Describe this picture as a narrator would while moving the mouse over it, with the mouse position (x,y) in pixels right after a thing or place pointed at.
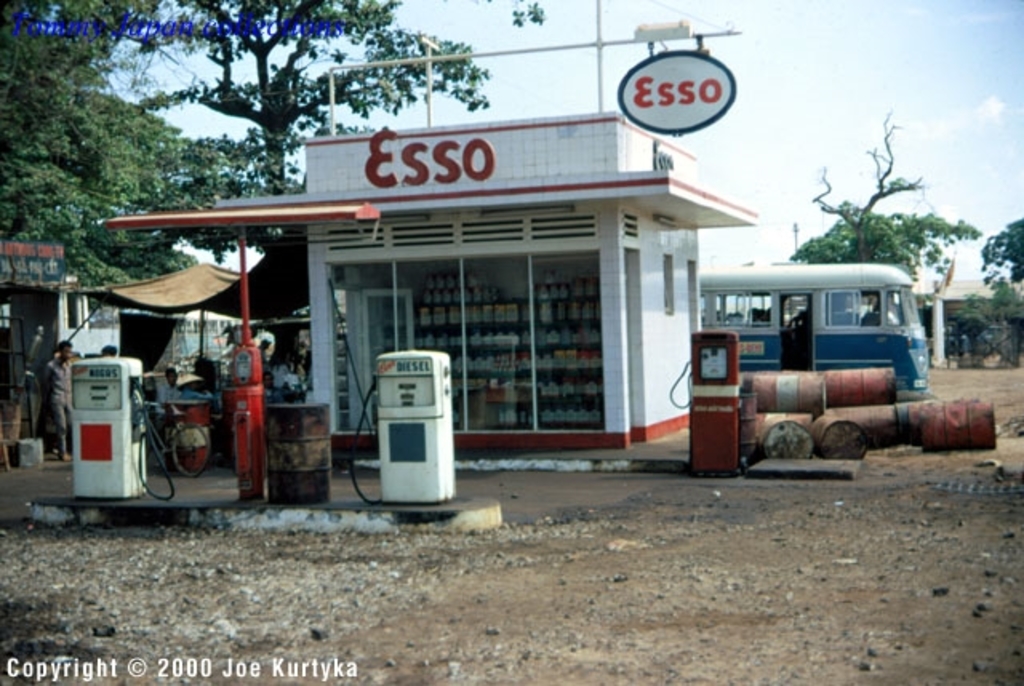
In this picture there is a building (650,219) in the foreground (620,305) and there are objects (567,330) in the cupboard (566,317) and there is a drum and machines (398,466) in the foreground (340,450). On the right side of the image (801,391) there are drums (836,380) and there is a vehicle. On the left side of the image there are group of people (55,441) and there are buildings (27,314). At the back (180,270) there are trees (39,118). At the top (827,102) there is sky (748,64). At the bottom left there is a text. There is a text (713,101) on the building (612,126).
